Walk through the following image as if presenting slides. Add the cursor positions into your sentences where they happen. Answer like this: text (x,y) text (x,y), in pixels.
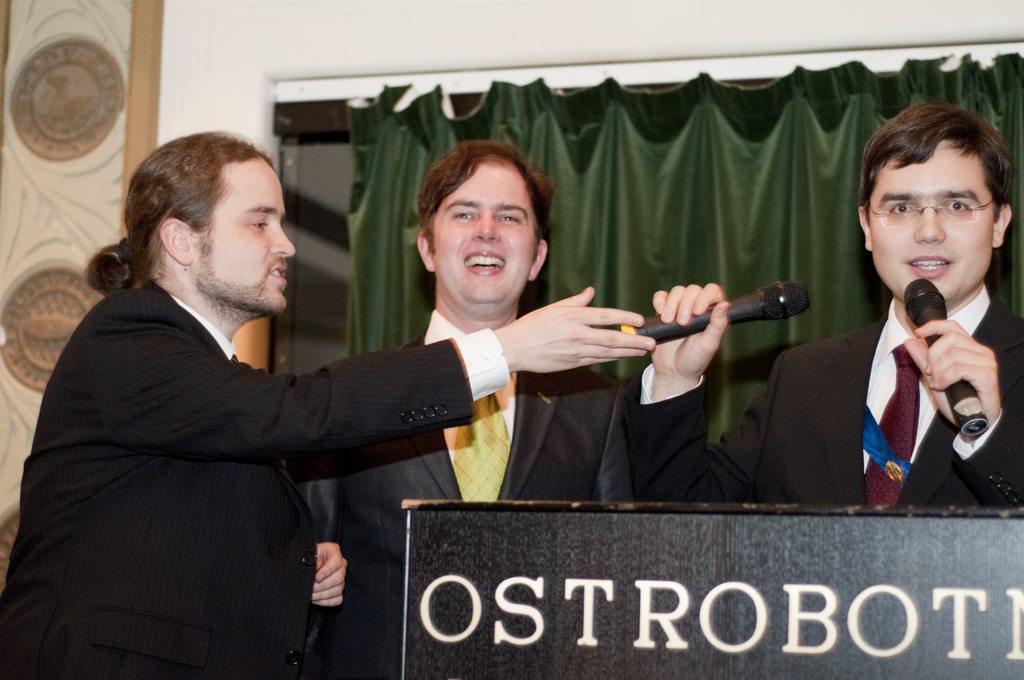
In this image there are three persons (131,646) standing before a podium (855,677). Person (1021,440) at the right side (931,348) is holding two mikes (804,306) in his hands (945,352) is wearing suit (936,489) and tie (900,422). Backside of him there is a window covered with a green colour curtain (832,300).
